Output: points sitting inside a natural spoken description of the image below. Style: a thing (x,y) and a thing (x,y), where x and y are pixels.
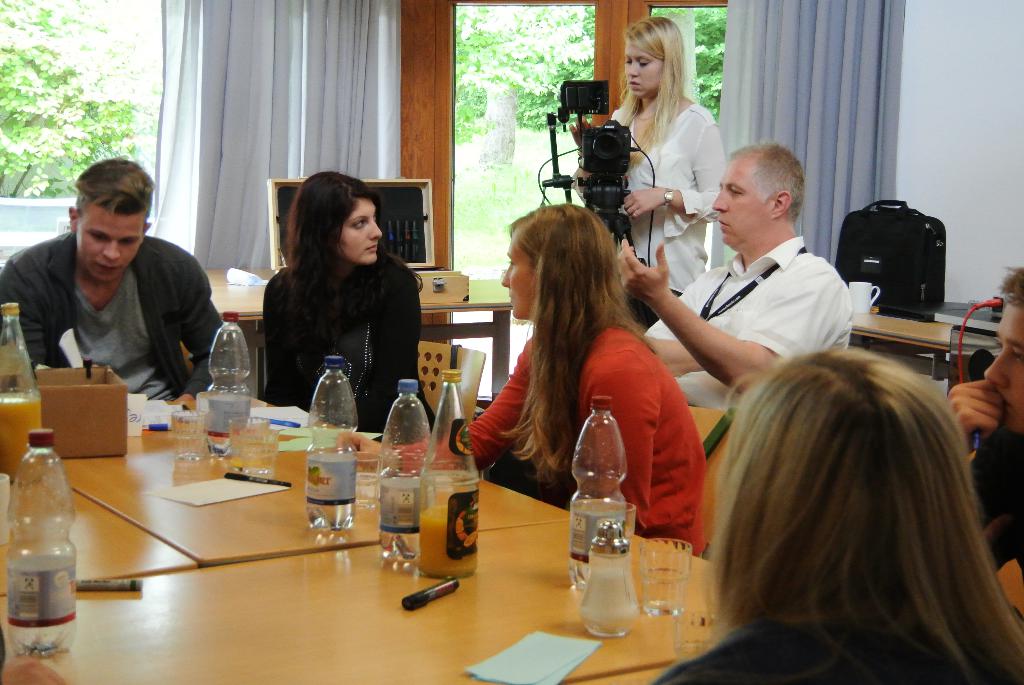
In this image there are few persons (643,395) sitting on the chair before a table (264,558) having few bottles (242,416), glasses (188,447), papers (296,432) and pens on it. A person (782,290) wearing a white shirt (831,299) is sitting on chair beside a camera stand (608,208). A woman (675,176) wearing a white top (685,149) is standing behind the stand (568,197). There is a table (903,339) having a bag (931,238) and a cup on it. There are few windows (447,196) covered with curtain (787,83). From windows (139,134) few trees (16,82) are visible.
